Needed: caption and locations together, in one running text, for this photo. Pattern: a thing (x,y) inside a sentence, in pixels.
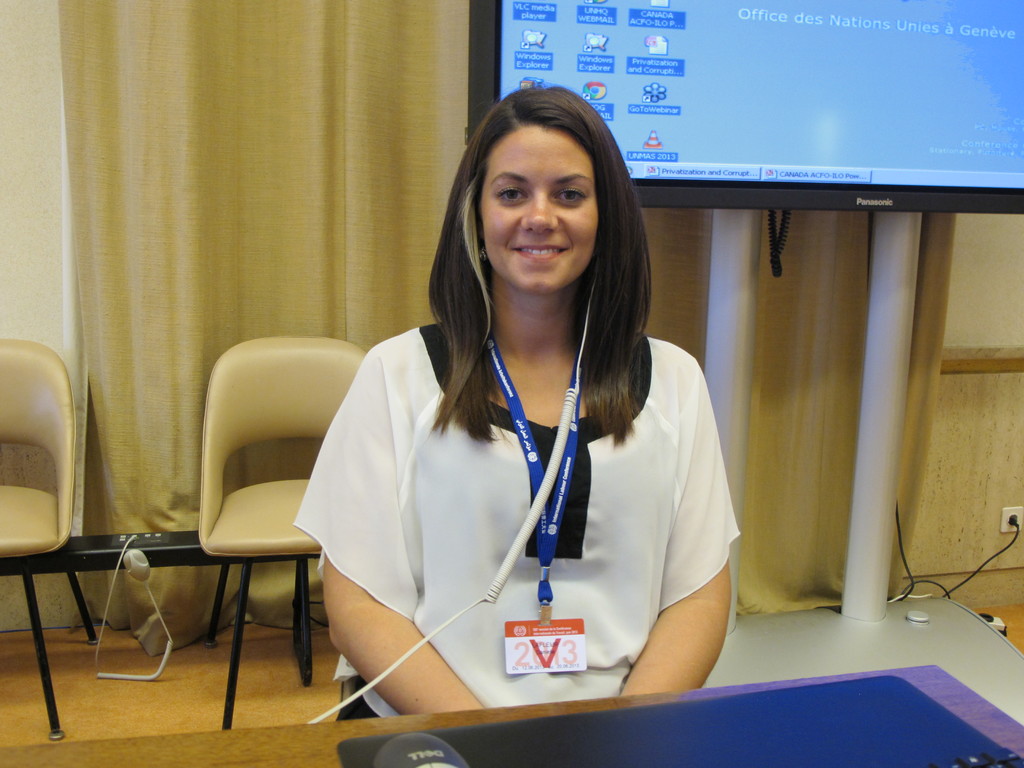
This picture is of inside the room (898,519). In the foreground (335,706) there is a table (317,760) and a Woman (447,451) wearing white color t-shirt (638,488), smiling and sitting on the chair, behind her we can see the two chairs (228,525) and a curtain (211,266). On the right (798,75) there is a television (890,134) and in the background (983,444) we can see the wall (975,482) and a wall socket (1010,529) to which the cable (974,572) is plugged in.
